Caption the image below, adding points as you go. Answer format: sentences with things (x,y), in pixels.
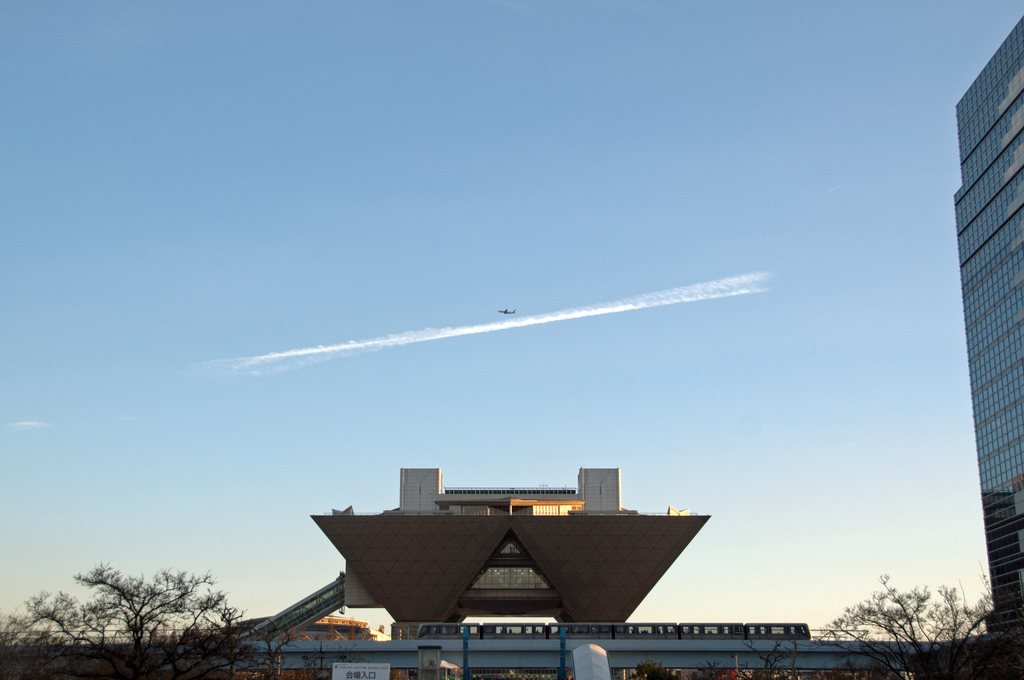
In the image there is a building (1015,494) and beside that there is a huge architecture (429,563), in front of that there is a vehicle (693,628) moving on a bridge (380,646) and there are few trees (217,604) in the front (206,672), there is a plane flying in the sky (549,316).
